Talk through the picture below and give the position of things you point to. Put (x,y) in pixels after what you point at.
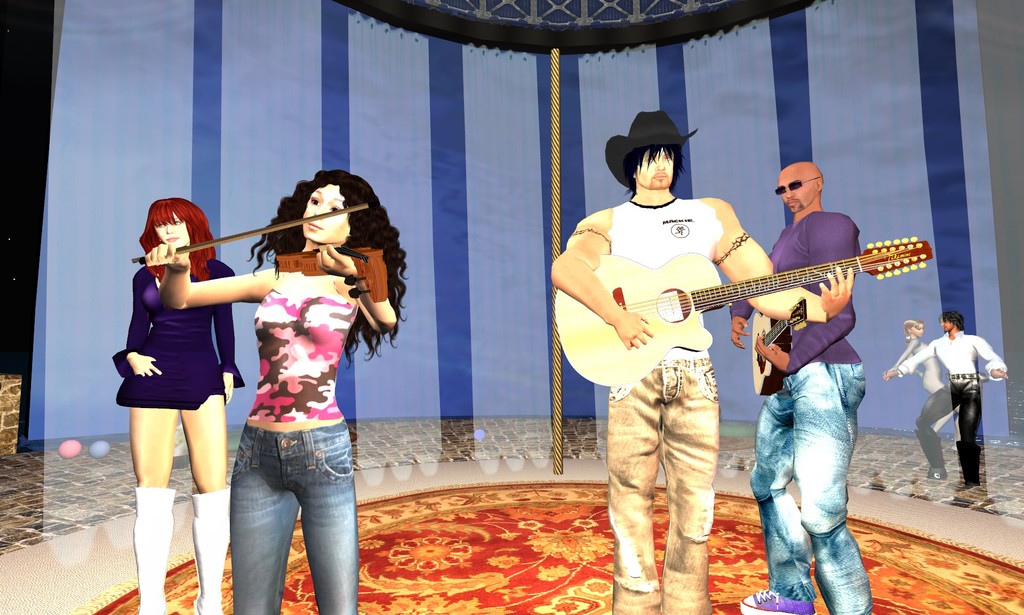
This is an animated image, in this image there are people (579,275) playing musical instruments (611,282), in the background (956,405) there is a man (960,390) and a women (939,385) dancing and there is a curtain (221,60).
